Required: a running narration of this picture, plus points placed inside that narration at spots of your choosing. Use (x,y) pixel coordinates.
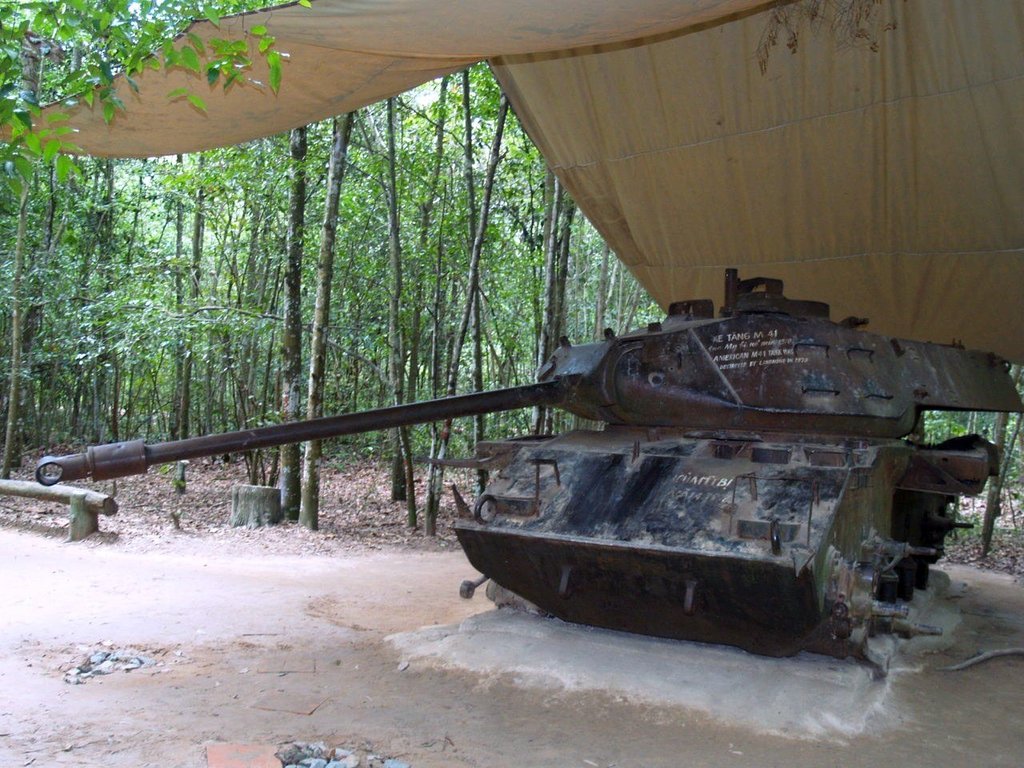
In this picture we can see a war tanker (714,454) under the tent (681,296), in the background (392,347) we can see trees (324,304).
